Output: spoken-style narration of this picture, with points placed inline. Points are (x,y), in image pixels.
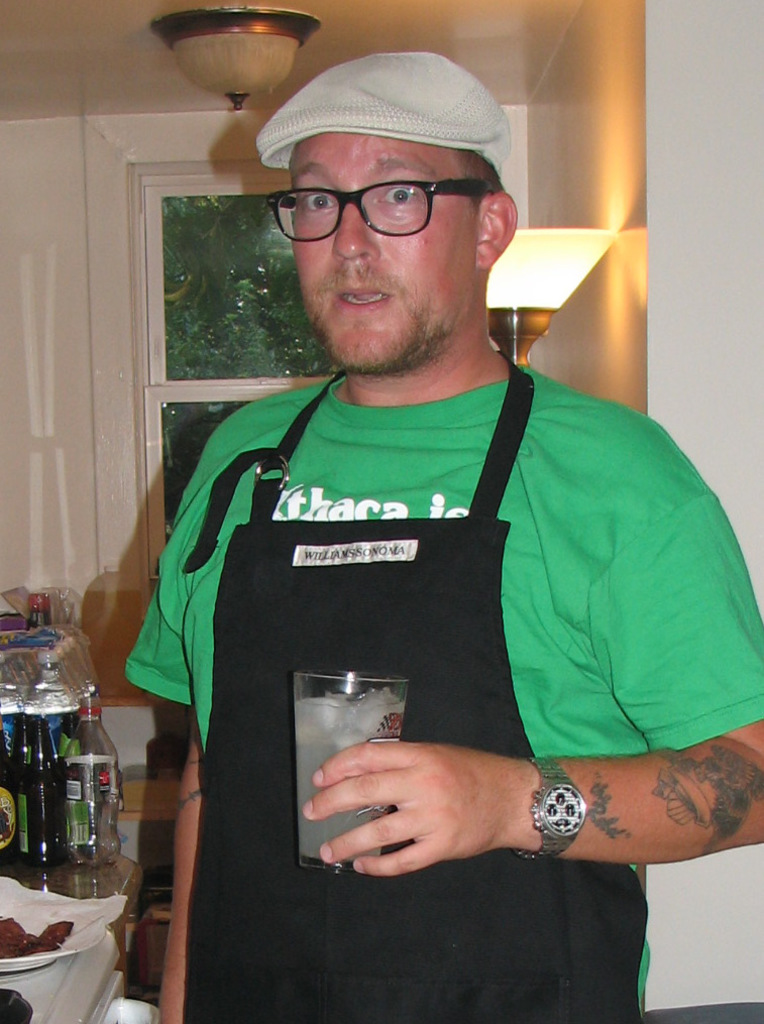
This man (466,367) wore green t-shirt (592,626), apron (438,571), spectacles (400,184) and cap (429,84). This man (444,85) is holding a glass (353,711). Beside this man (325,950) there is a table (107,870), on the table (101,883) there are bottles (62,802), plate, food (18,931) and cloth (15,911). Far there is a window (269,347). Outside of the window (248,287) there are trees (272,312). This is a lantern lamp (536,285).
